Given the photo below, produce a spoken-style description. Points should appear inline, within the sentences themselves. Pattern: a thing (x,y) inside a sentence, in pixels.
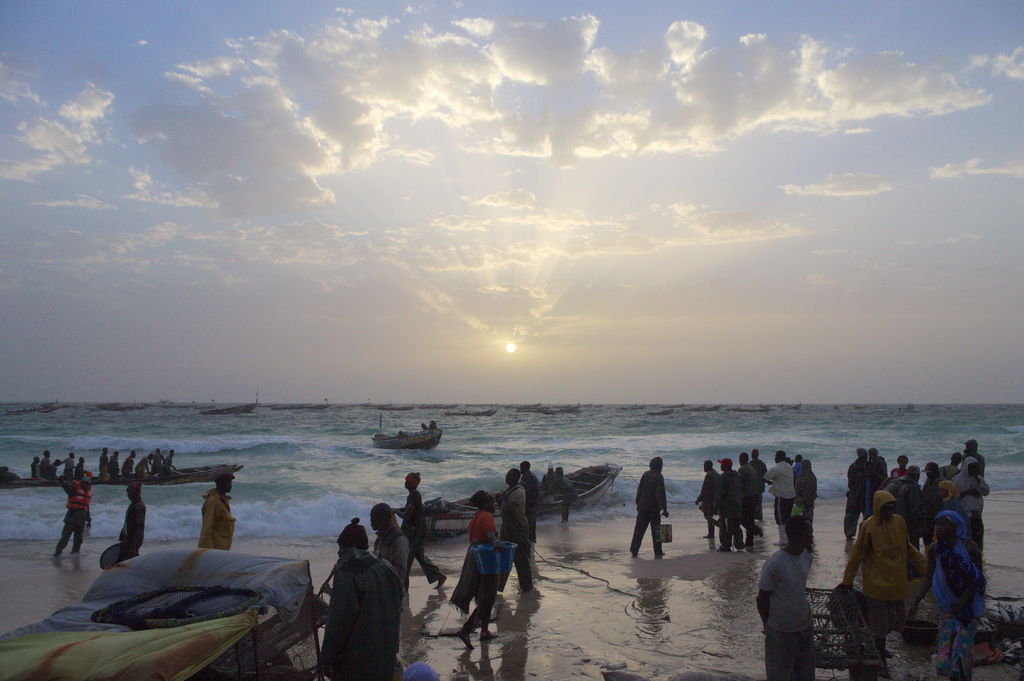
In this image I can see group of people (968,608) some are walking and some are standing. I can also see few boats (589,472) on the water (641,423), background (659,276) I can see sky (228,249) in blue and white color.
